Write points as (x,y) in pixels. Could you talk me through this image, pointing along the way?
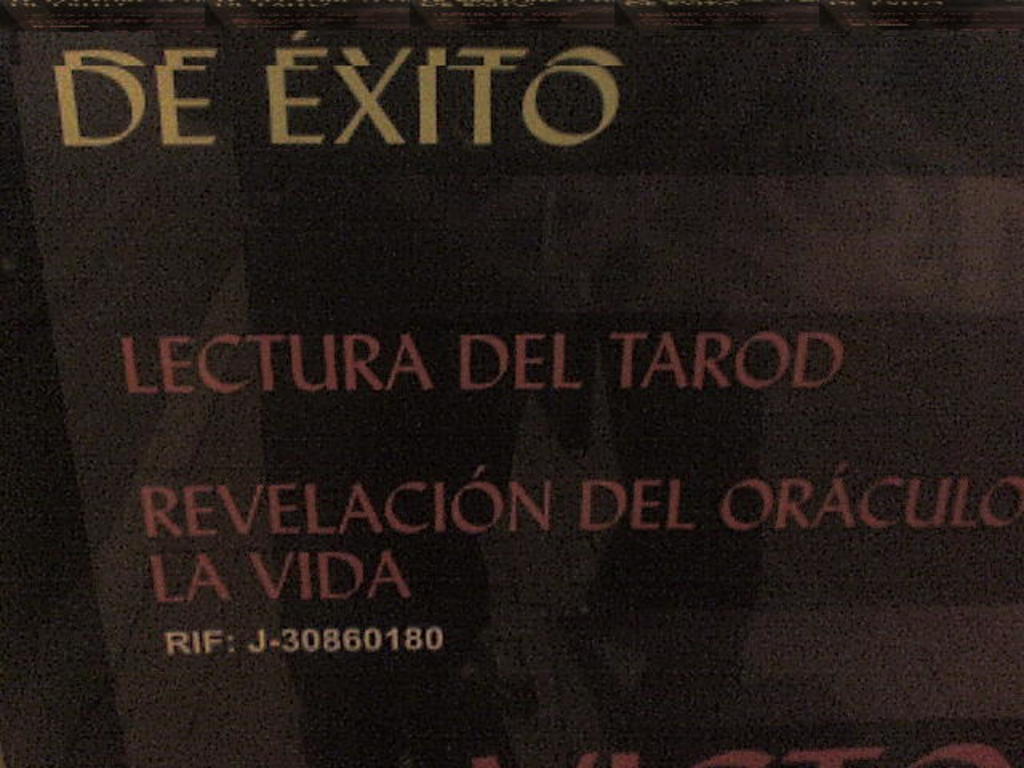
This is a poster (538,725) and in this poster (102,244) we can see some text (532,99).
